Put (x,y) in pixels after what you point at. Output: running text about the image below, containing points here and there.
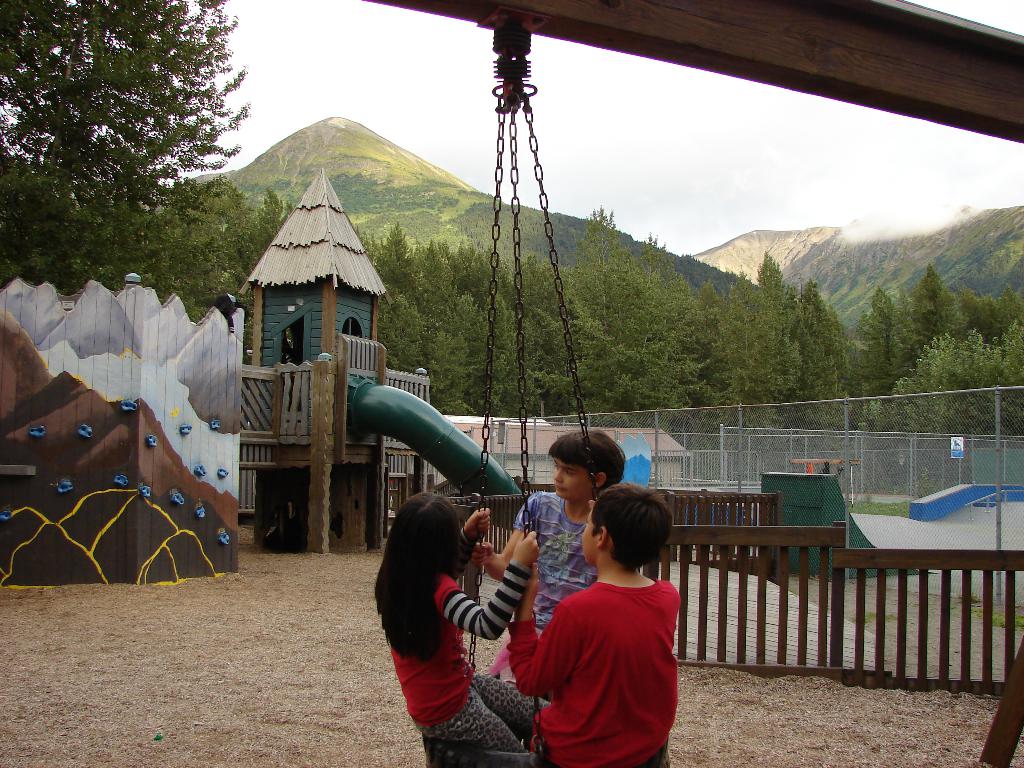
In this image there are playground objects (282,463), wall (123,466), mesh (1009,434), building (536,449), railings (754,493), board (954,440), trees (999,346), hills (734,251), sky (687,194), chains (588,447), children (559,446), swing (452,749) and objects (299,417). Near the chains (519,269) there are three children (611,613).
